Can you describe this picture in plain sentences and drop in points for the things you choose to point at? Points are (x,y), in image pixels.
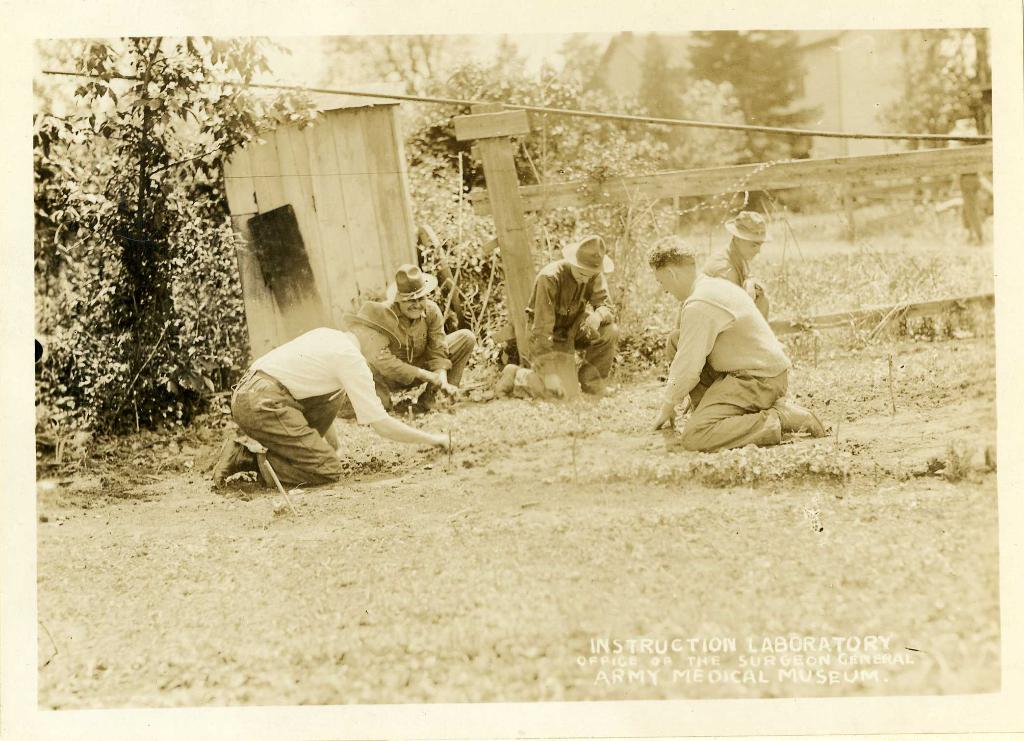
In this image we can see a photograph of the trees (441,172), people (669,259), wooden pole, wire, house (830,93), grass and also the soil (406,497). We can also see the wooden object (306,169). At the bottom (676,653) we can see the text (686,659).
